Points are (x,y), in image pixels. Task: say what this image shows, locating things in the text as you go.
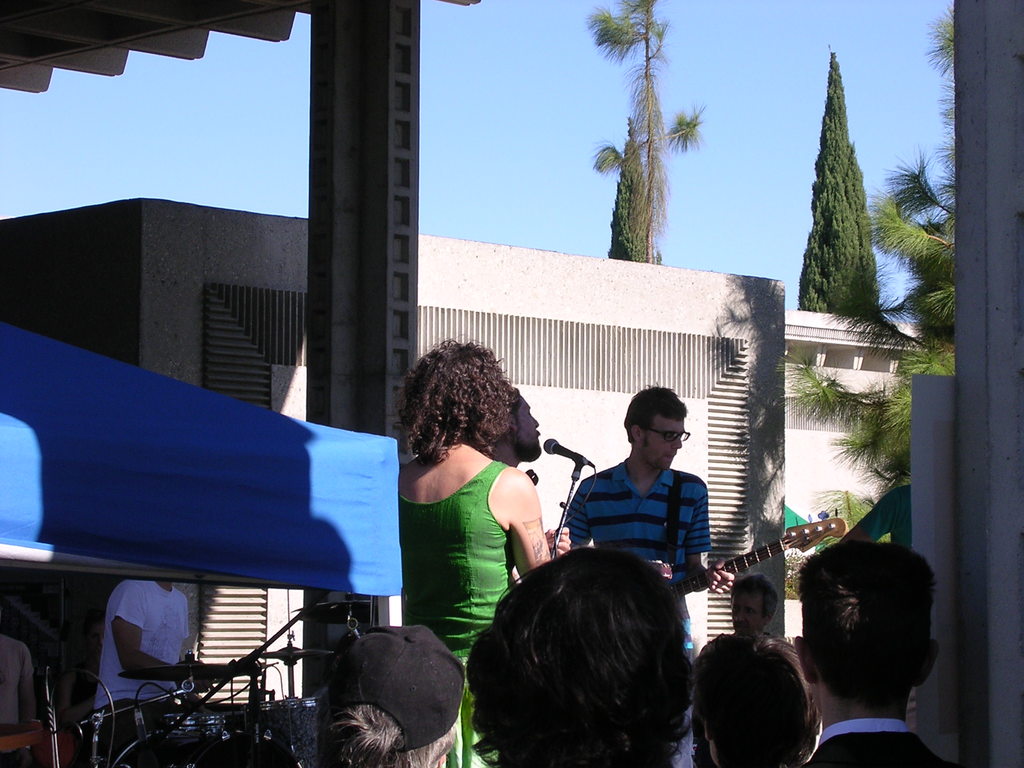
In this image we can see many people (584,685). There are few people (139,645) playing musical instruments (131,671). There are many trees (901,339) and plants (911,369) in the image. There is a tent (194,459) and shade (130,30) in the image. There is a house (871,379) in the image.
